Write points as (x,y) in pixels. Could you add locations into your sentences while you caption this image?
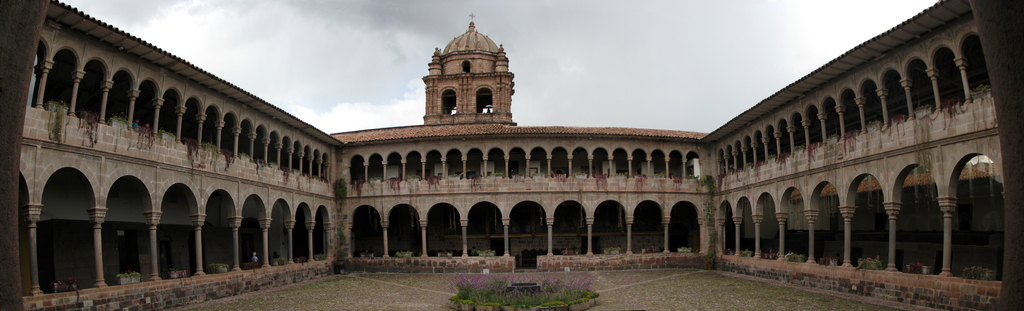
This picture might be taken from outside of the building (519,226). In this image, on the right side (849,247), we can see some pillars (896,200). In the middle of the image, we can see a plant (476,286) with some flowers (509,282). On the left side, we can see some flower pot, plants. In the background (668,166), we can see some pillars (507,227), flower pot (683,248), plants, tower (472,62). At the top (324,40), we can see a sky (351,50) which is cloudy.
